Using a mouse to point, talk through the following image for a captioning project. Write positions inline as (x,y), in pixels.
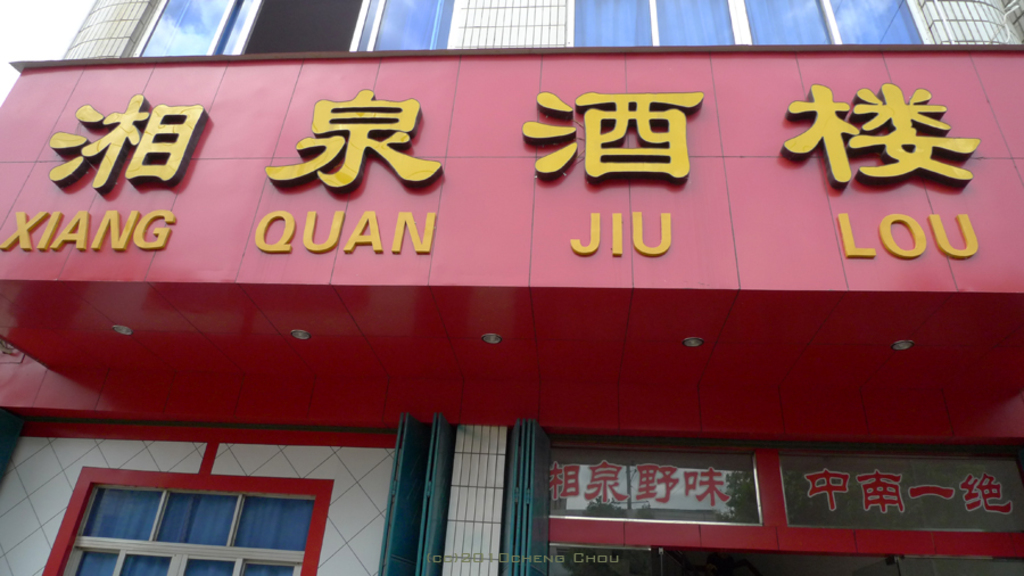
In this image I can see a building (491,373) which is red, blue and white in color. I can see a huge red colored board (514,249), few lights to it and something is written with yellow color on the board (251,329). In the background (79,20) I can see the sky (79,20).
